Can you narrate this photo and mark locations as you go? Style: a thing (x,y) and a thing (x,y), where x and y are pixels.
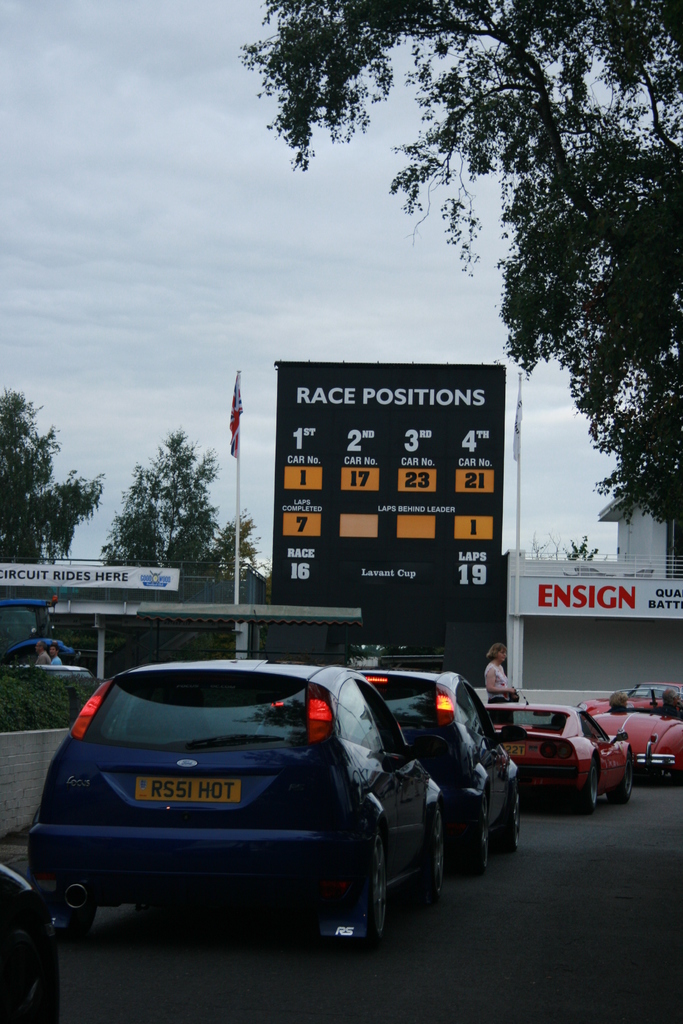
In this image we can see cars (451,805) on the road (471,914) and there are people (44,662). In the background (419,621) there is a board (281,580) and a flag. We can see trees (562,171), buildings (565,598) and sky (187,421).
